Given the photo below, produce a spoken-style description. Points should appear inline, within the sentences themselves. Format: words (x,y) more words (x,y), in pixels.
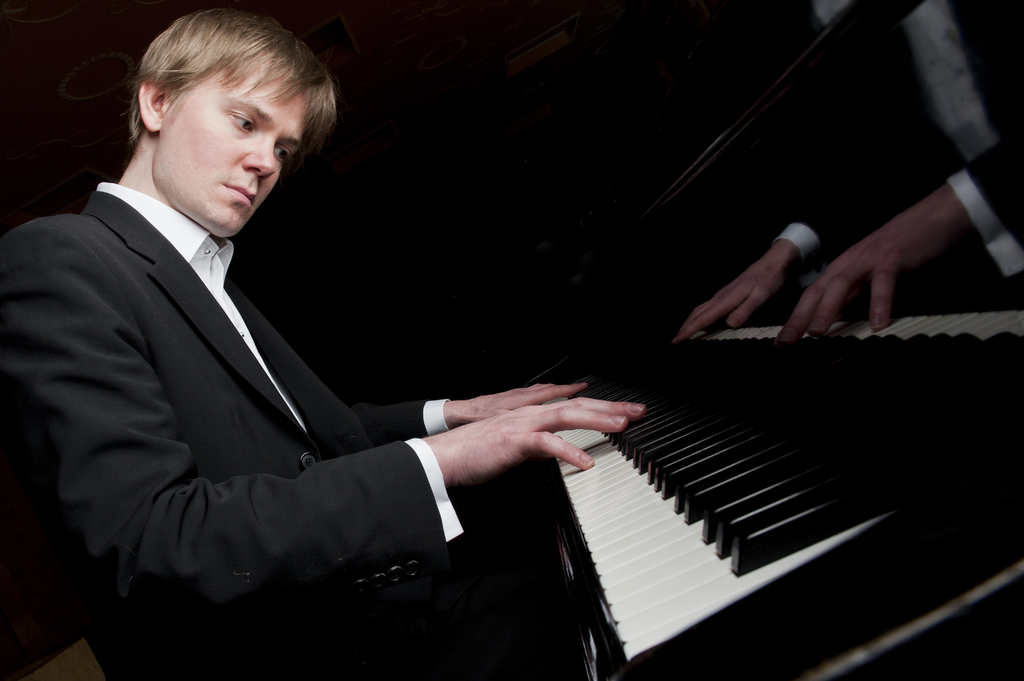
In this picture there is a man (186,381) who is wearing a white shirt (198,265) and a black suit (156,428). He is playing a piano (711,483).
